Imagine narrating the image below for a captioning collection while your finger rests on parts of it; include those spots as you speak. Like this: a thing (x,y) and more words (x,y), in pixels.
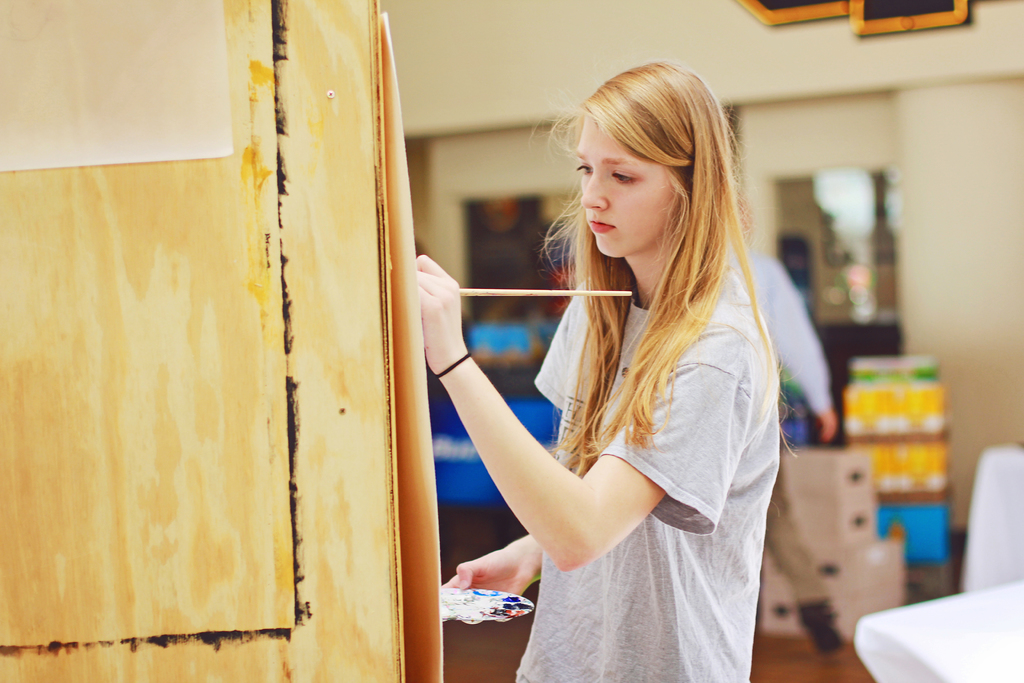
In this image there is a woman (629,498) standing and holding a paint brush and a painting plate (452,589), and there are papers (145,84), a person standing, there are kind of boxes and some other items (861,279).
